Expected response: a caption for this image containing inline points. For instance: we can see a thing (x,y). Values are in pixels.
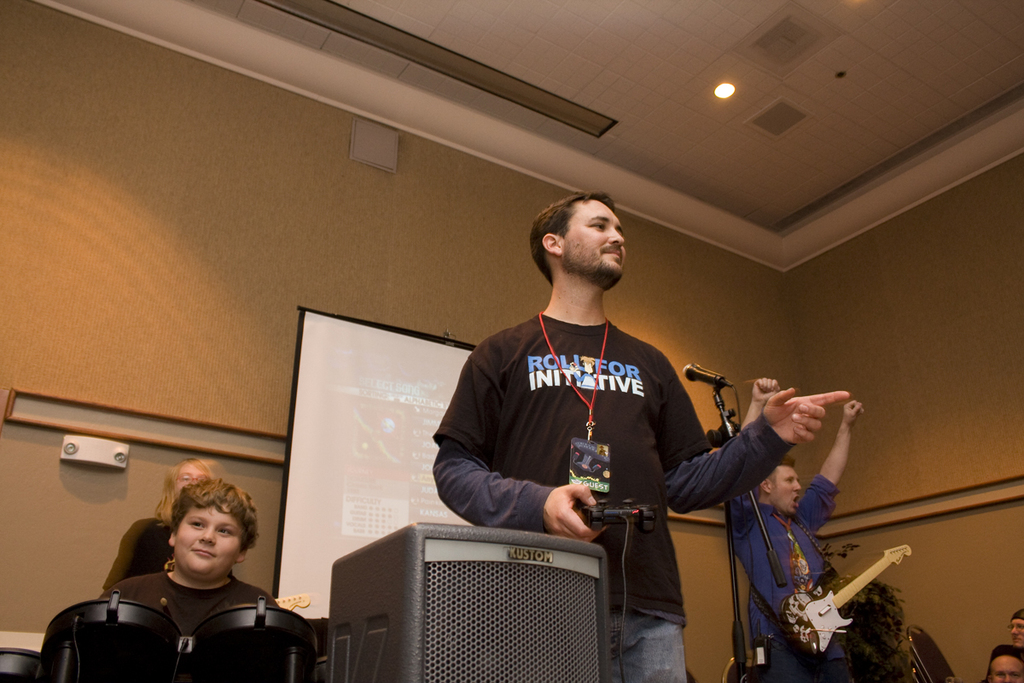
In this image in front (632,665) there is a person (617,478) standing by holding the joystick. In front of him there is a mike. Beside him there is a speaker (512,540). Beside the speaker (533,561) there is a person (208,587) sitting on the floor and in front of him there are few objects (150,639). Behind him there is a another person (202,465). On the backside (287,486) there is a screen (376,502). Behind the screen (319,339) there is a wall (237,242). On the right side of the image (740,546) there is a person (792,562) wearing the guitar (806,639). In front of him there are two other persons (991,653). At the top of the roof (717,78) there is a light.
